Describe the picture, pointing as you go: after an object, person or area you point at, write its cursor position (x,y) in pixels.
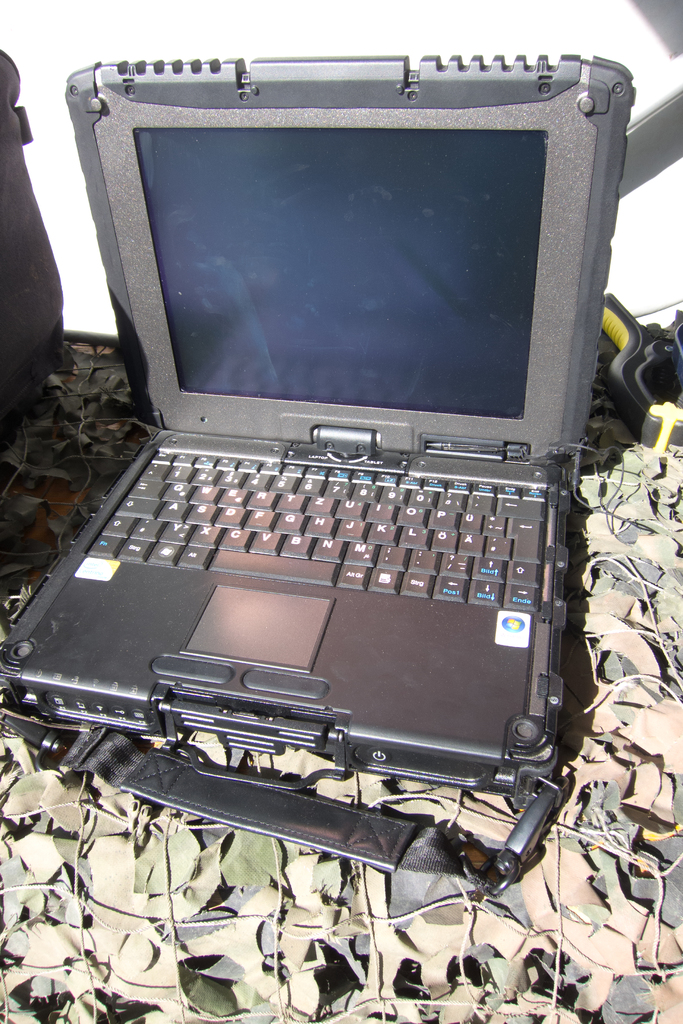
In this image we can see a laptop (333,174) and there is a surface (267,850) which looks like it is covered with some dry leaves (669,466) and also we can see some other objects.
